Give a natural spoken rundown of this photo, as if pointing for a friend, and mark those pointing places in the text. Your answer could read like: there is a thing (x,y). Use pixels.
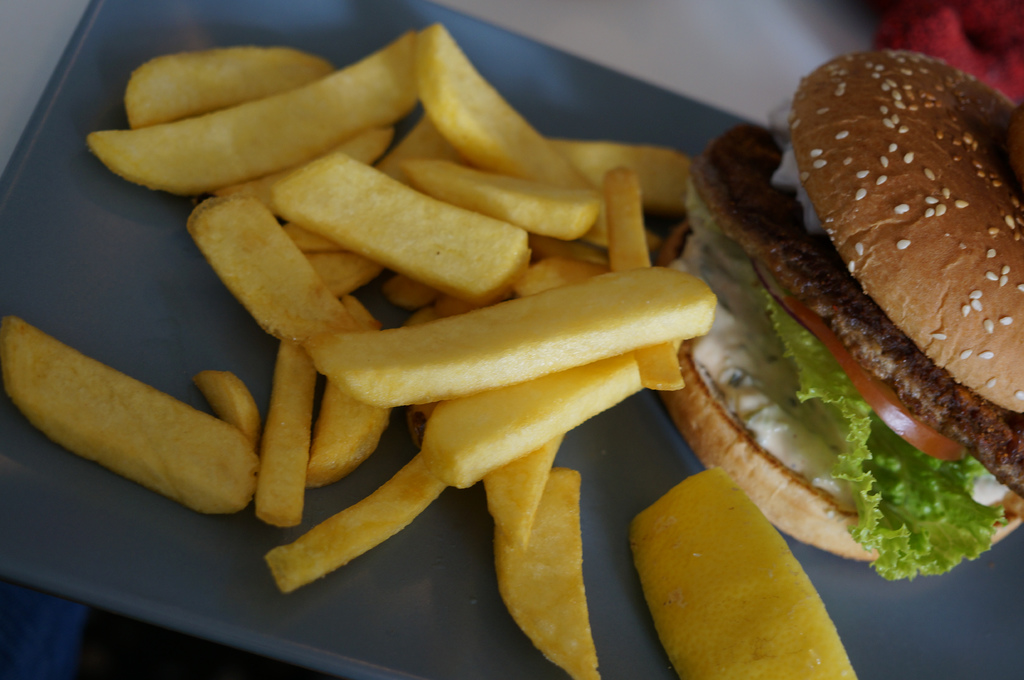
In this image I can see food (789,410) which is in brown, red and green color on the tray (620,447) and the tray (136,283) is in gray color.
